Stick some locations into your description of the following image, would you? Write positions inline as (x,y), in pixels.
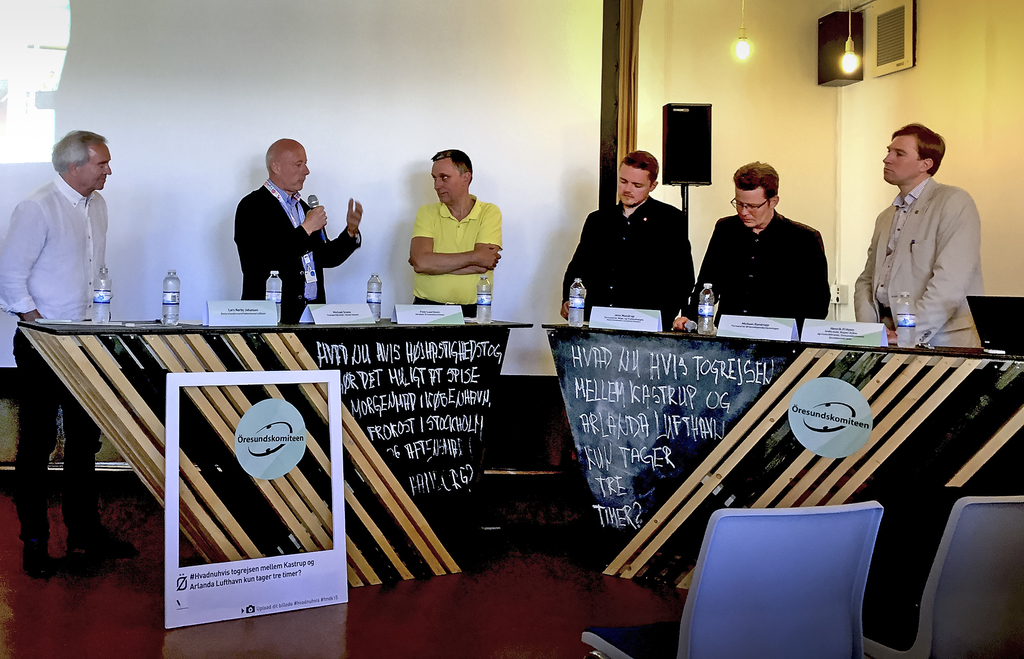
In this image I can see few people (964,195) standing and wearing different color dresses (949,203). One person (319,255) is holding a mic (328,241). I can see few bottles (377,312), board (217,379) and few objects (324,311) on the tables (349,332). Back I can see projector screen (528,28), wall (660,99), speakers (673,114), lights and wall (785,48).
